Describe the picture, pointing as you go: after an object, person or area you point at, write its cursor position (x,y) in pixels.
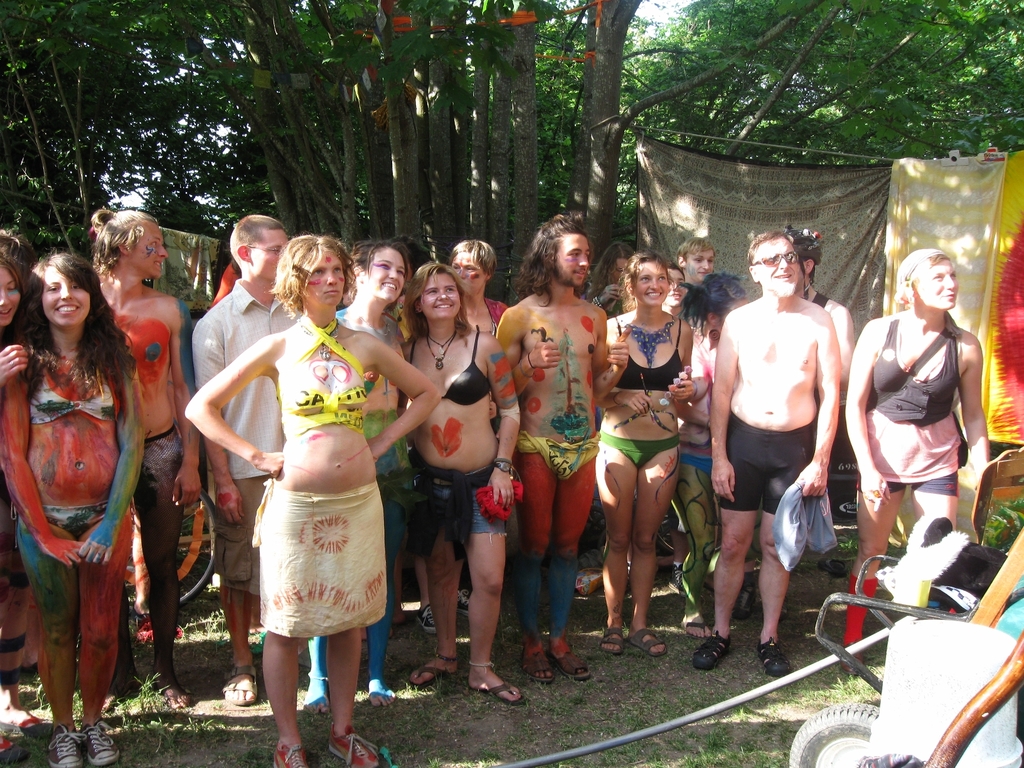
In the image we can see there are many people (492,406) standing, they are wearing clothes (341,412), some of them are wearing shoes (111,744), and some of them are wearing slippers (491,690). This is an object (700,715), grass (748,724), trees (396,110), cloth (914,182) and a sky (660,15).
